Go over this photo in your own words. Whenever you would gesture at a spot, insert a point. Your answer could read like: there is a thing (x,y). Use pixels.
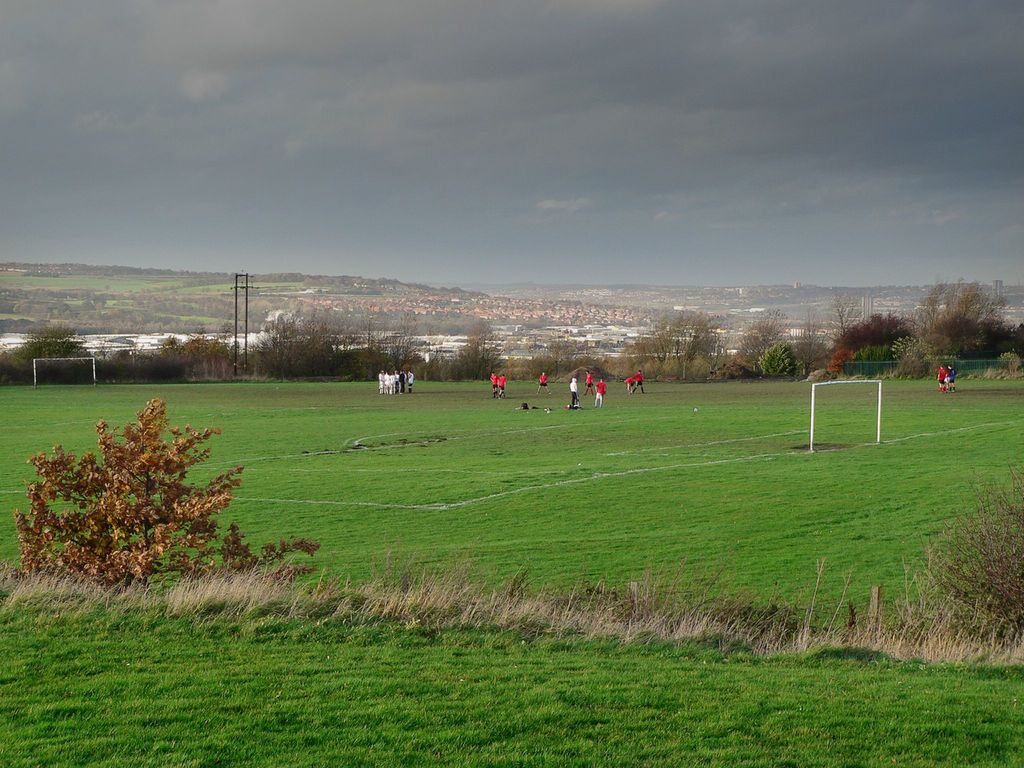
In the image we can see there is a ground (483,504) covered with grass (572,551), there are dry plants (734,614) and dry trees (469,355). There are people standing on the ground (518,473) and there are iron poles (835,382) on the ground (31,395). Behind there are dry trees (1017,331) and background of the image (15,330) is little blurred. There is a cloudy sky (435,181).
